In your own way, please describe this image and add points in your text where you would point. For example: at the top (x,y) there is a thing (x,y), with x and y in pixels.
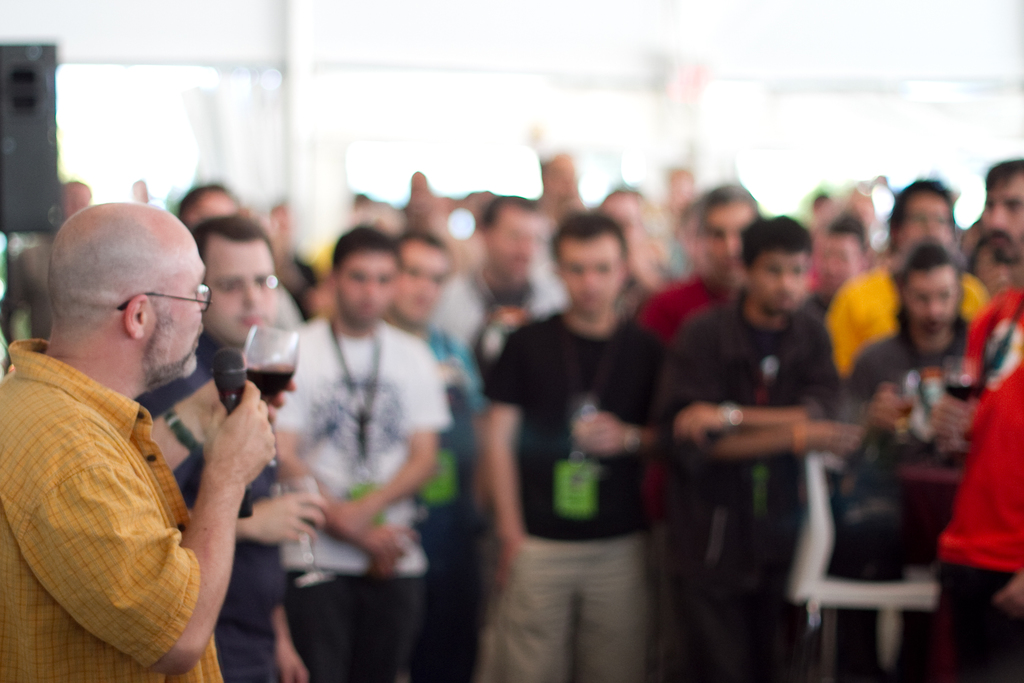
In the center of the image (507,366) we can see people (869,390) standing. The man (134,630) standing on the left (231,453) is holding a mic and a wine glass (258,382) in his hands (261,406). In the background (258,85) there is a wall (664,62).
